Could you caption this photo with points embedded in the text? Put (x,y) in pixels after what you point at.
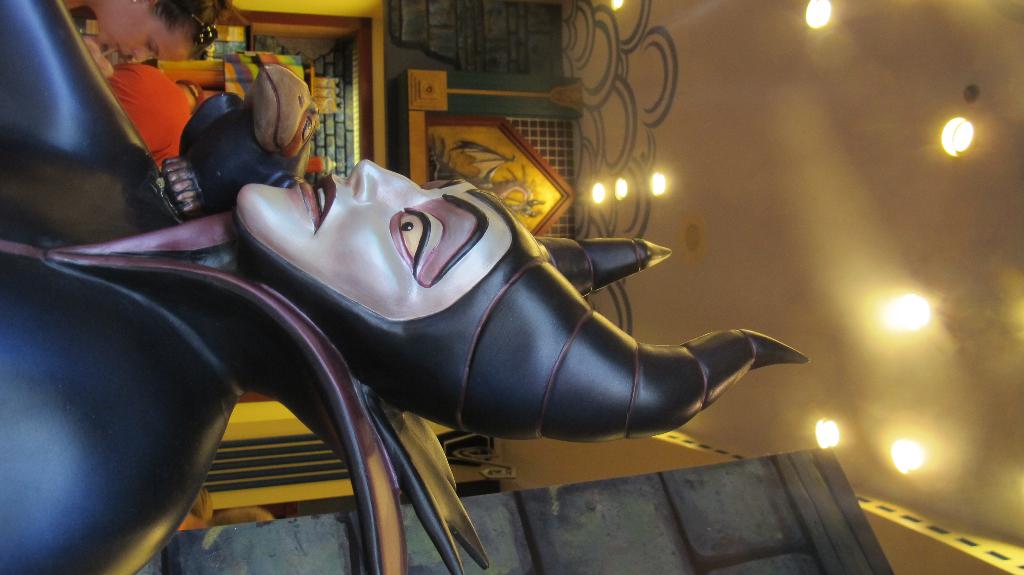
In the foreground of this image (375,302), there is a sculpture (139,334). In the background (148,124), there are people (167,110), wall (459,73), few lights (905,324) to the ceiling (745,275) and an object (583,550) at the bottom (578,556).
